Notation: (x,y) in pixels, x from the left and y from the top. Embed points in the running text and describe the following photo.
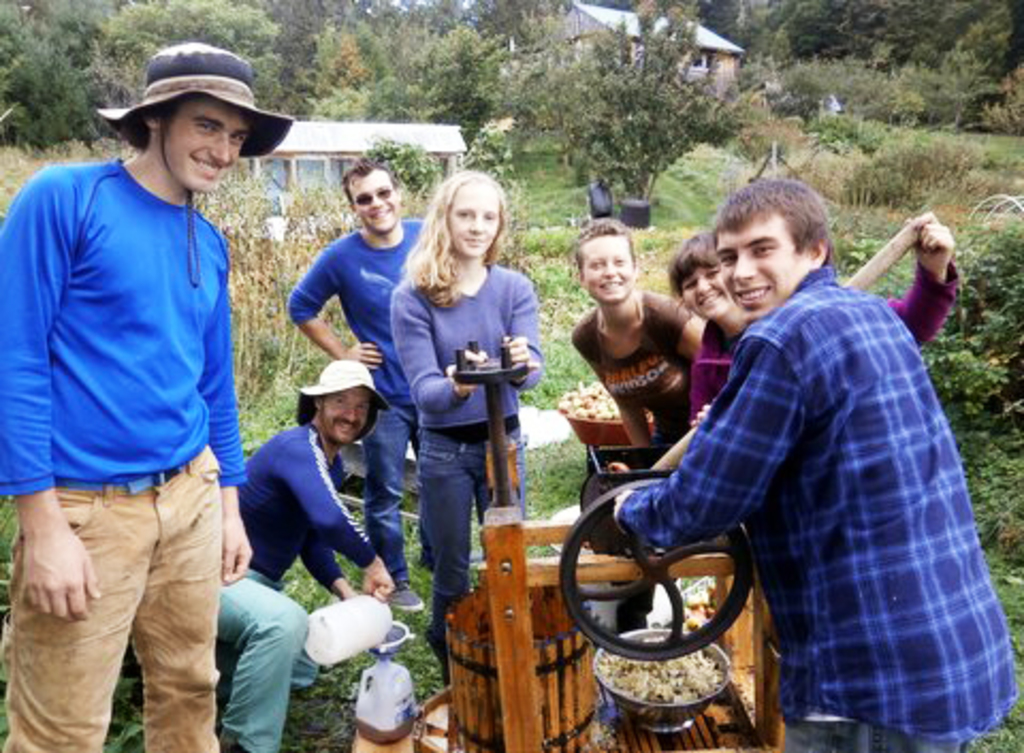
In the foreground of this image (453,321), there are persons (435,370) standing near a machine (564,685) and having smile on their faces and in the background (576,153), there are houses (398,133), trees (655,115), plants (756,169) and the grass (659,181).
